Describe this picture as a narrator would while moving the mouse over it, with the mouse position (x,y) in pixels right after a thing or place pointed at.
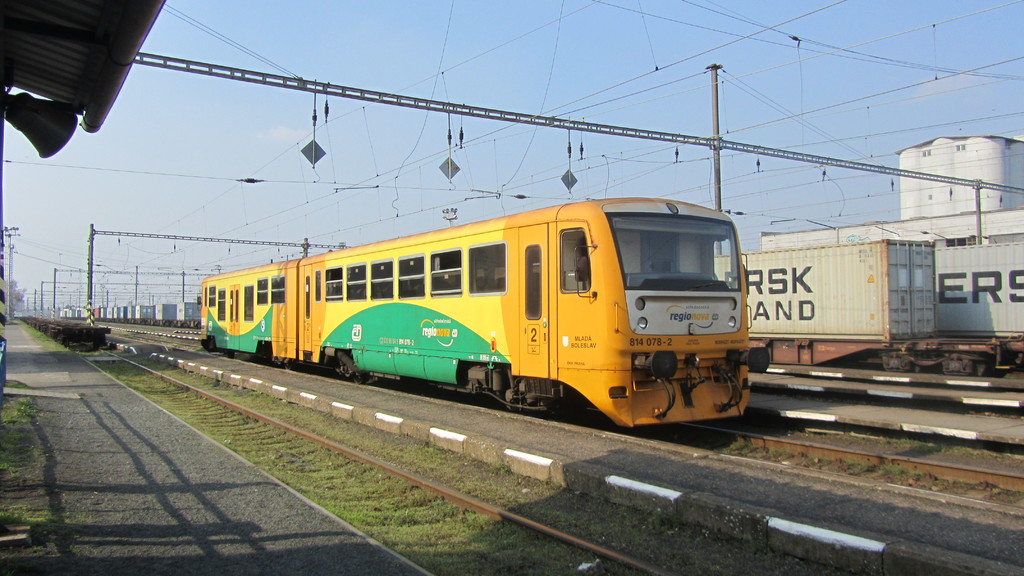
In this image I can see the trains (751,283) on the track (749,439). On the both sides of these trains (708,314) I can see the poles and the building (937,210) to the right (883,238). In the background (347,203) I can see many wires (359,187) and the sky (353,205).
